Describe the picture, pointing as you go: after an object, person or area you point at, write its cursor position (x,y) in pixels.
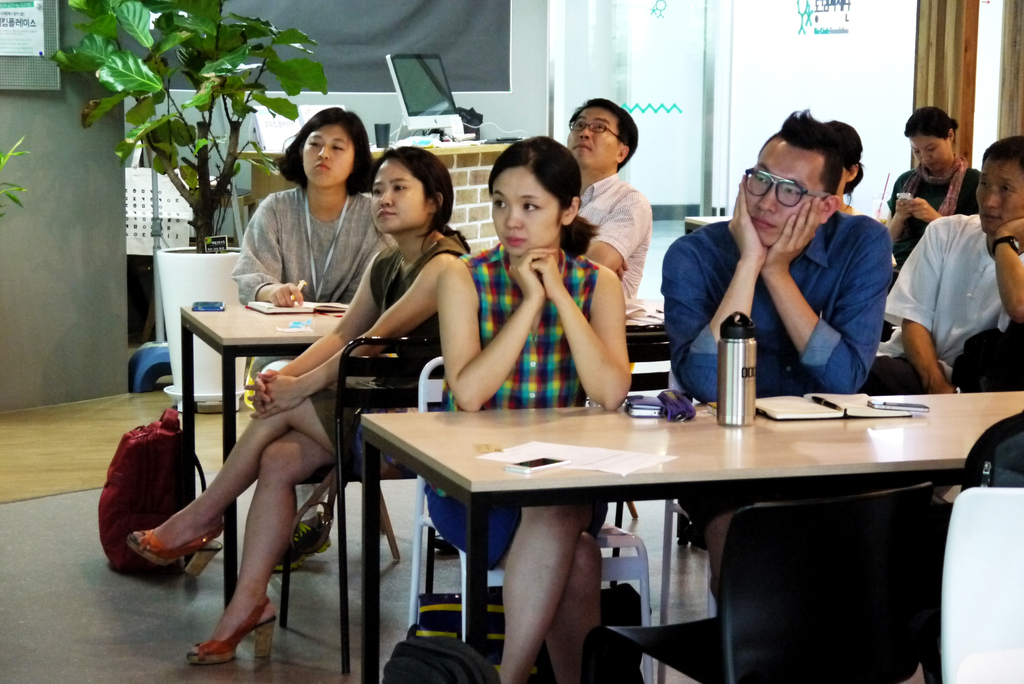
These persons (489,295) are sitting on a chair (666,329). Far there is a plant (187,166). On this table (470,148) there is a cup (384,128) and monitor (426,109). On this table (663,439) there is a book (823,413), pen (834,406), bottle (745,383), mobile (530,463) and papers (590,448). On floor (97,439) there are bags (130,475).
